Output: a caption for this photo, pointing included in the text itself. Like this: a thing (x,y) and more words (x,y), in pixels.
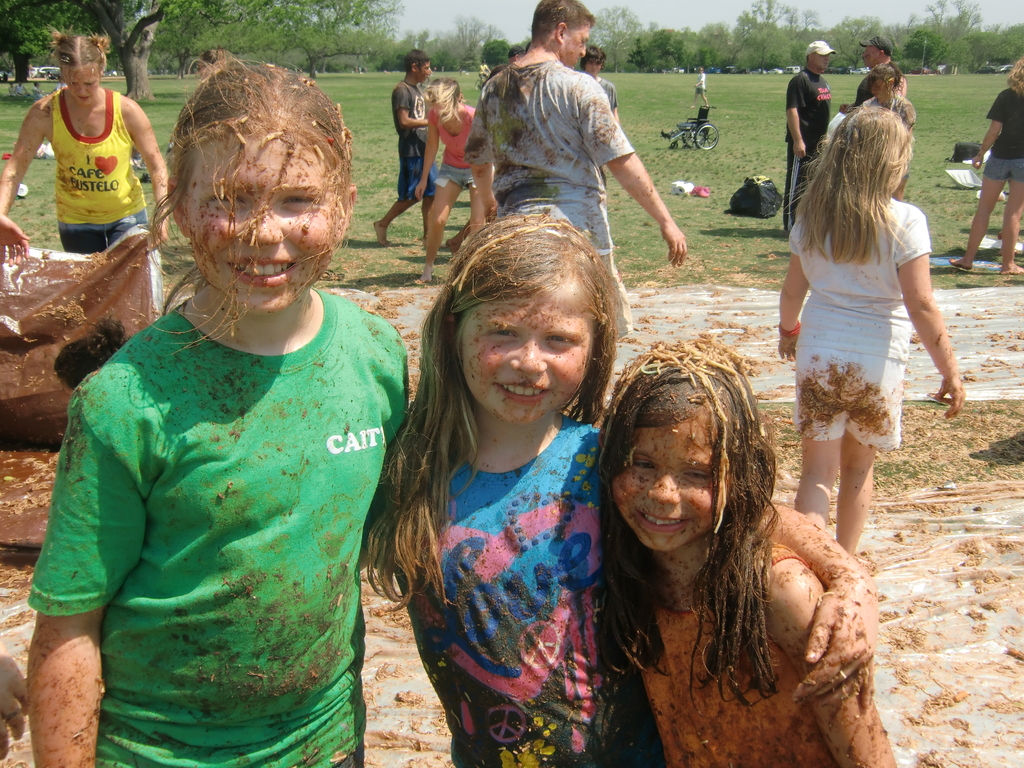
In this picture we can see some people (480,278) are standing, at the bottom (972,673) there is mud (972,707), we can see a wheel chair (710,145), a bag (754,194), grass (732,157), trees (958,55) and vehicles (779,70) in the background (943,55), there is the sky (650,4) at the top of the picture (732,1).
